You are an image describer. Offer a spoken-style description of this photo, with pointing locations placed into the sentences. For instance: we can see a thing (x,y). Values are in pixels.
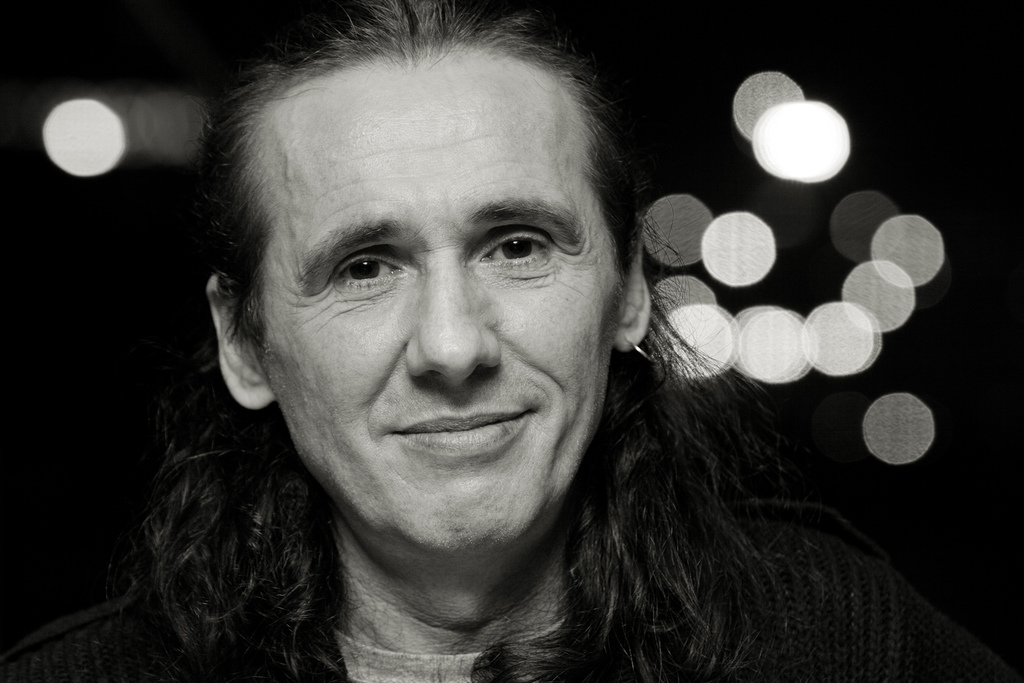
This picture is in black and white. In the picture there is a man (594,245) in the center (602,366). In the background (795,319) there are lights (774,100).
